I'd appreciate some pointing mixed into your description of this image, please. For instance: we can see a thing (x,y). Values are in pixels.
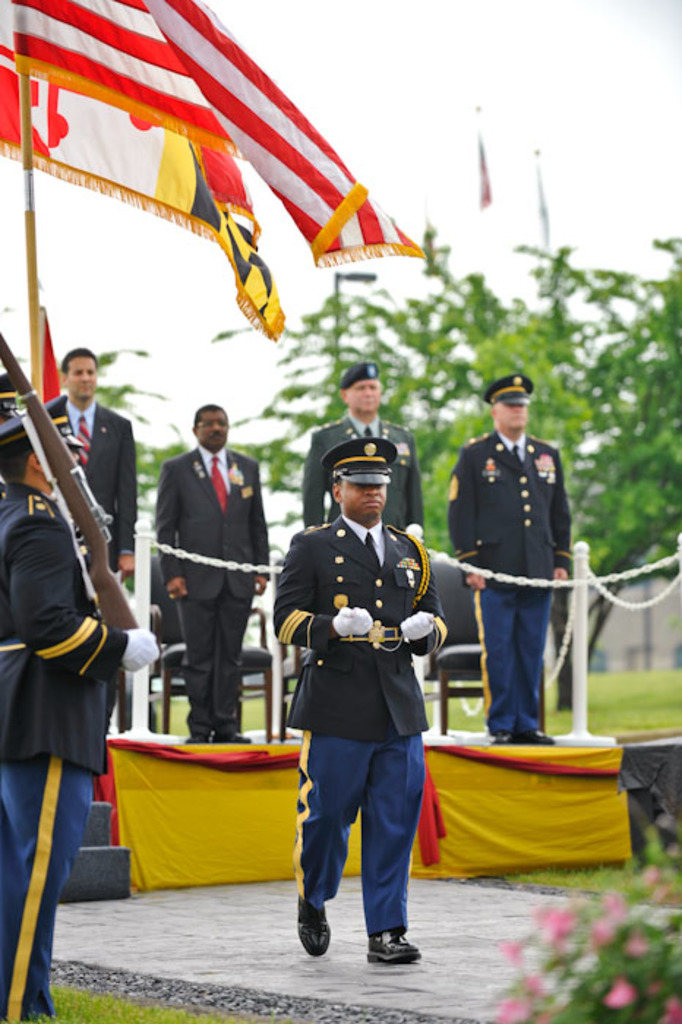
In this picture we can see a group of people (44,988) where some are standing on stage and a man (355,704) walking on the floor (354,941), flags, gun (59,452), chairs (165,711) and in the background (538,354) we can see trees (403,312).
